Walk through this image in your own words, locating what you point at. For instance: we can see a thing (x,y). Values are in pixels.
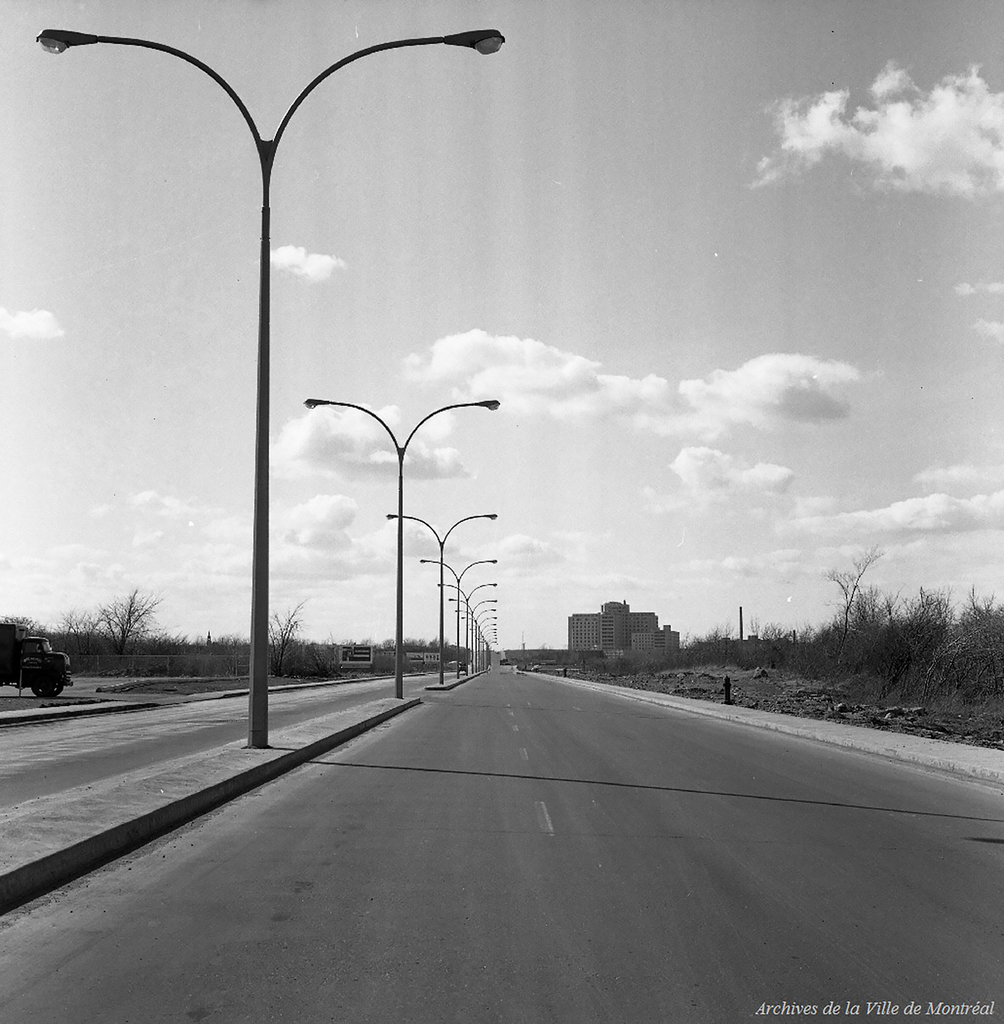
It is the black and white image in which there is a road (540,780) in the middle (496,673). There are poles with the lights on the footpath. At the top (613,160) there is the sky (720,616). On the right side (676,640) there is a building (627,616) in the background (605,626) and there are trees (906,689) beside the road (916,788).
